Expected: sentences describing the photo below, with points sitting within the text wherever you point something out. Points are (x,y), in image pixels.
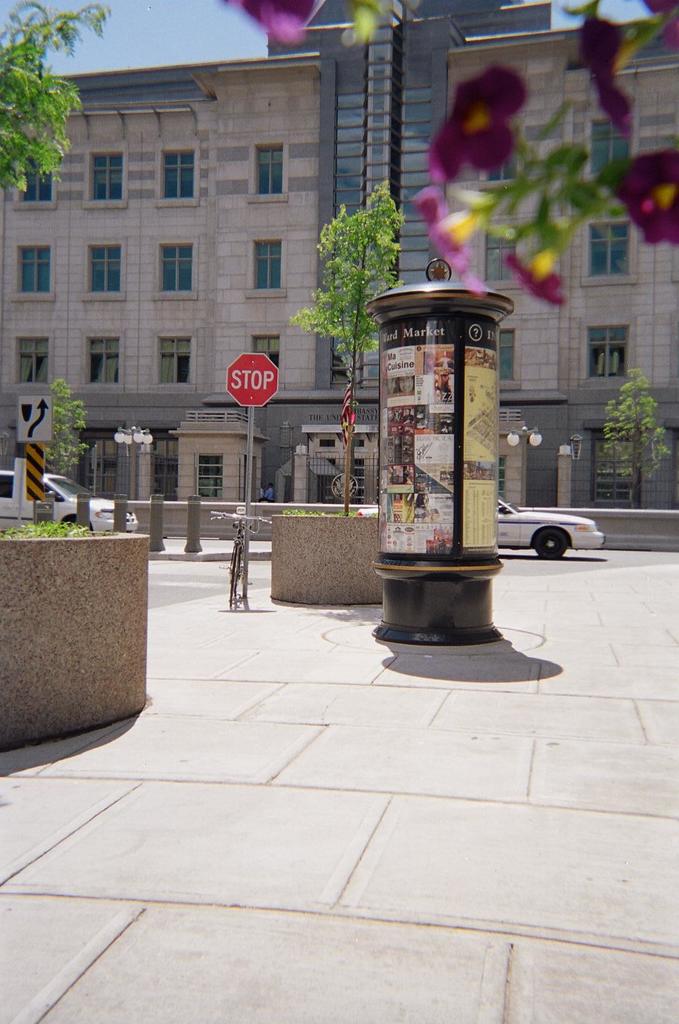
In the center of the image (255,399) there is a sign board (264,393) and tree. On the left side of the image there is a tree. In the background (327,181) we can see building (168,209), vehicles (56,499), lights (535,442), tree (650,468) and sky (127,58).
